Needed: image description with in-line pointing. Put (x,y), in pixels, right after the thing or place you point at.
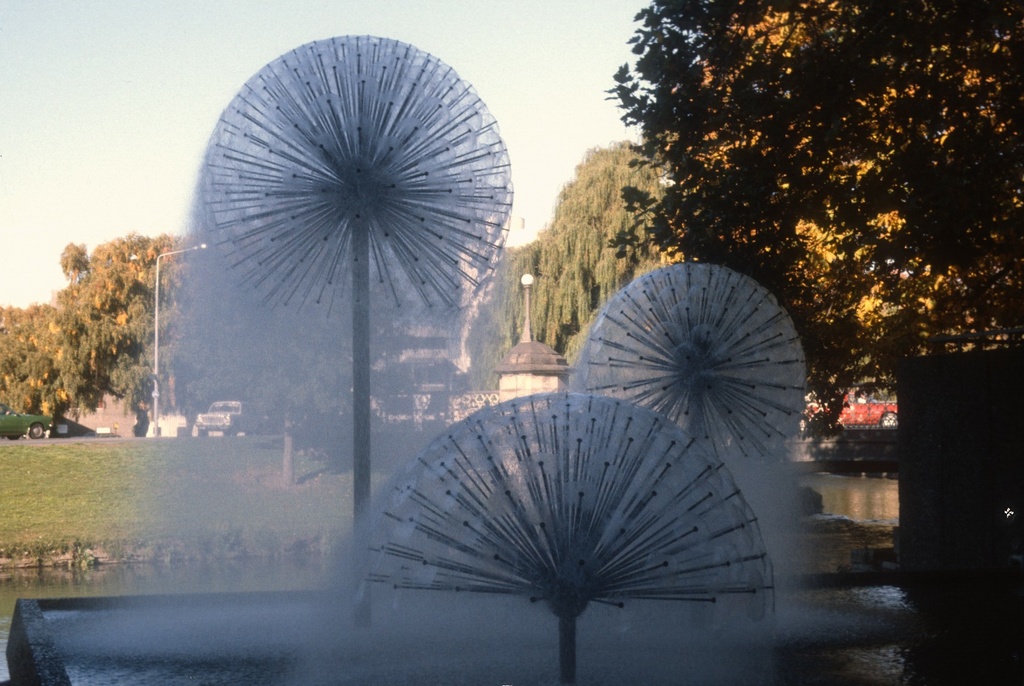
In this picture I can see the fountain (760,310) and poles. In the background (891,360) I can see the building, trees (601,303), plants (144,402), grass (226,452), car (213,412), street lights (526,311) and shed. At the top (588,53) I can see the sky (596,126).
